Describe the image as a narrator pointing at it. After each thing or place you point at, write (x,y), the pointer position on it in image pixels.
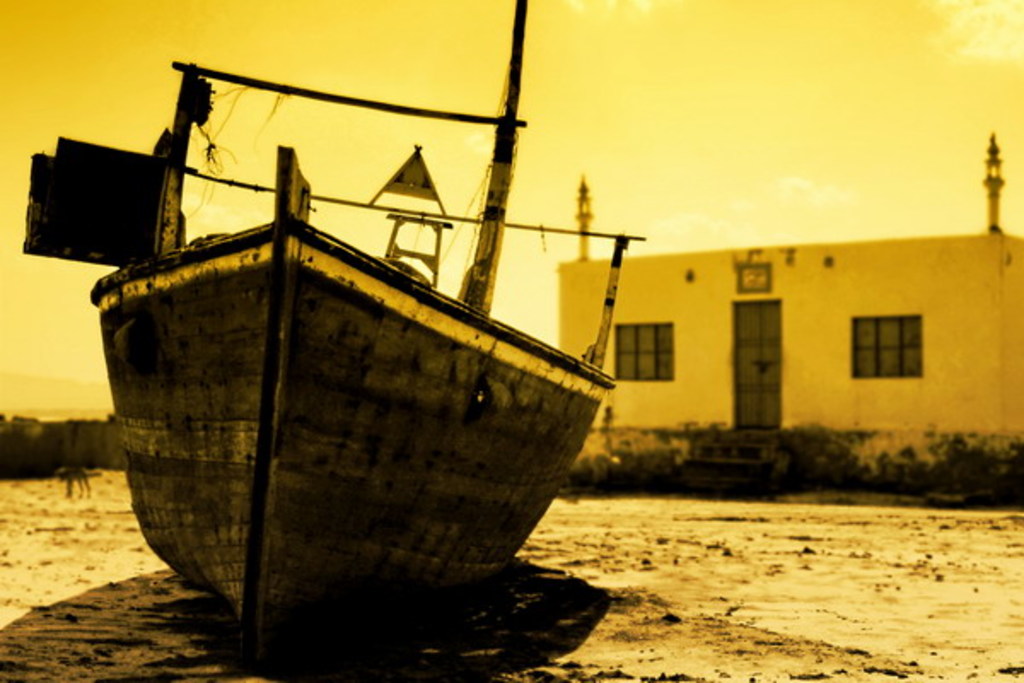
Here in this picture, in the front (468,301) we can see a boat (486,310) present on the ground (206,629) and behind that we can see a house (847,247) with couple of windows (639,341) and a door (739,366) present and we can also see some plants (879,485) present and we can see clouds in the sky (624,183).
